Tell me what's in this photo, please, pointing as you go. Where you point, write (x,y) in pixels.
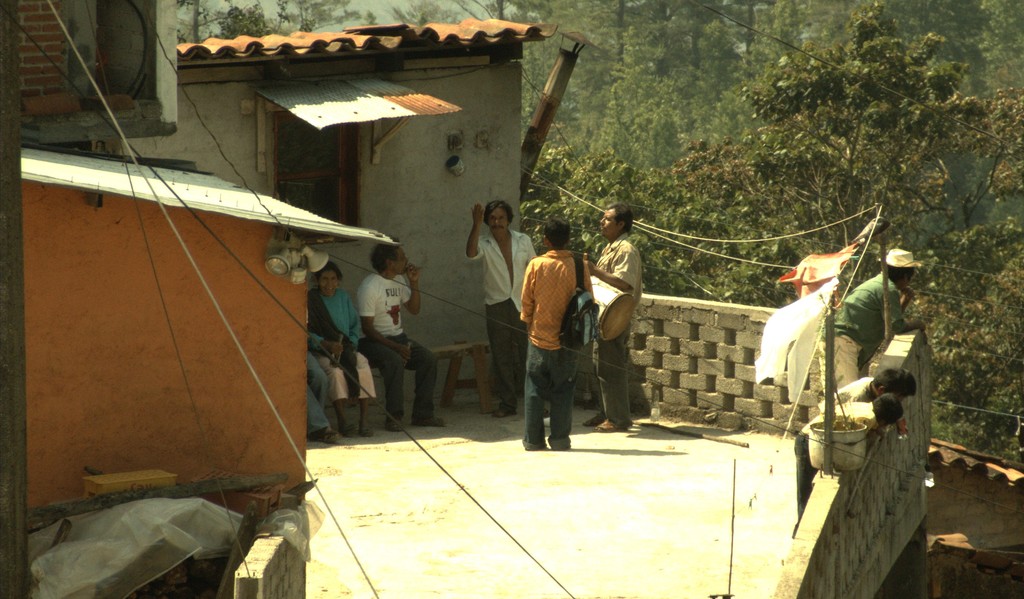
In this image I can see few people (402,335) sitting and few people (548,298) are standing. They are holding bag (589,311) and something. I can see houses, windows (349,161), trees (859,128), fencing (896,486) and some objects (239,520) on the floor (461,535).
